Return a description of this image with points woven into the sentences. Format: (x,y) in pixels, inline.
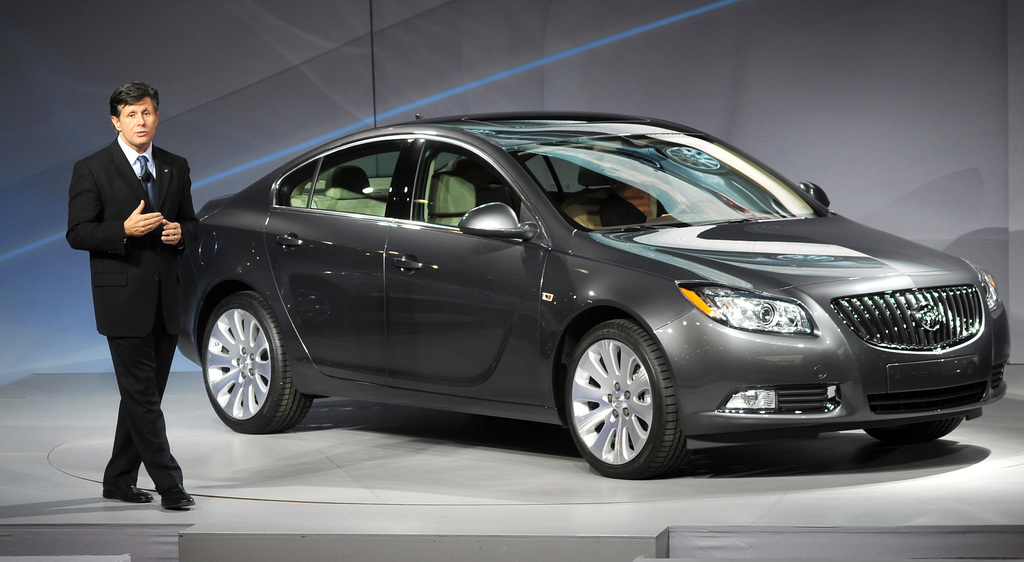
In this image we can see a car (525,373) and man (173,268). He is wearing black color suit (119,239) with white shirt (151,165) and tie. Background of the image (941,82) grey color wall (383,64) is present.
